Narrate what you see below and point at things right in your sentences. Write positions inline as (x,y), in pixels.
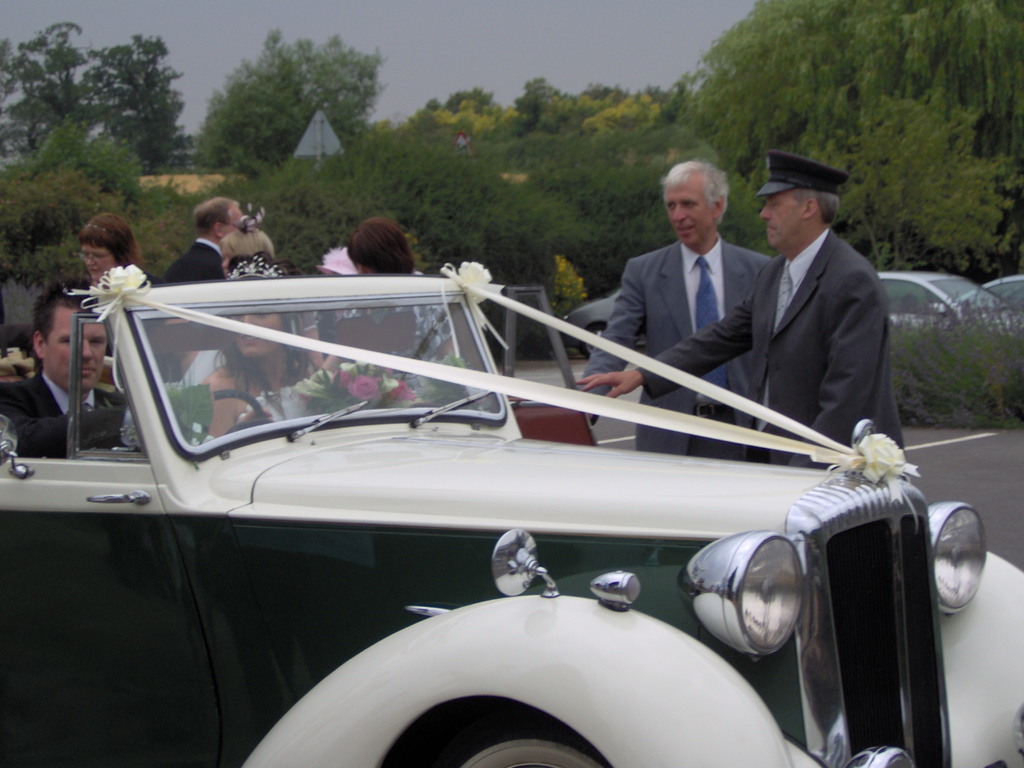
In this picture we can see a group of people (185,264) where some are standing on road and one man (88,433) and woman (280,361) are sitting in car (132,385) with flowers (339,373) and ribbons (618,401) to it and in background (167,148) we can see trees (423,138), sign board (323,151), sky (401,32), cars (923,286).
